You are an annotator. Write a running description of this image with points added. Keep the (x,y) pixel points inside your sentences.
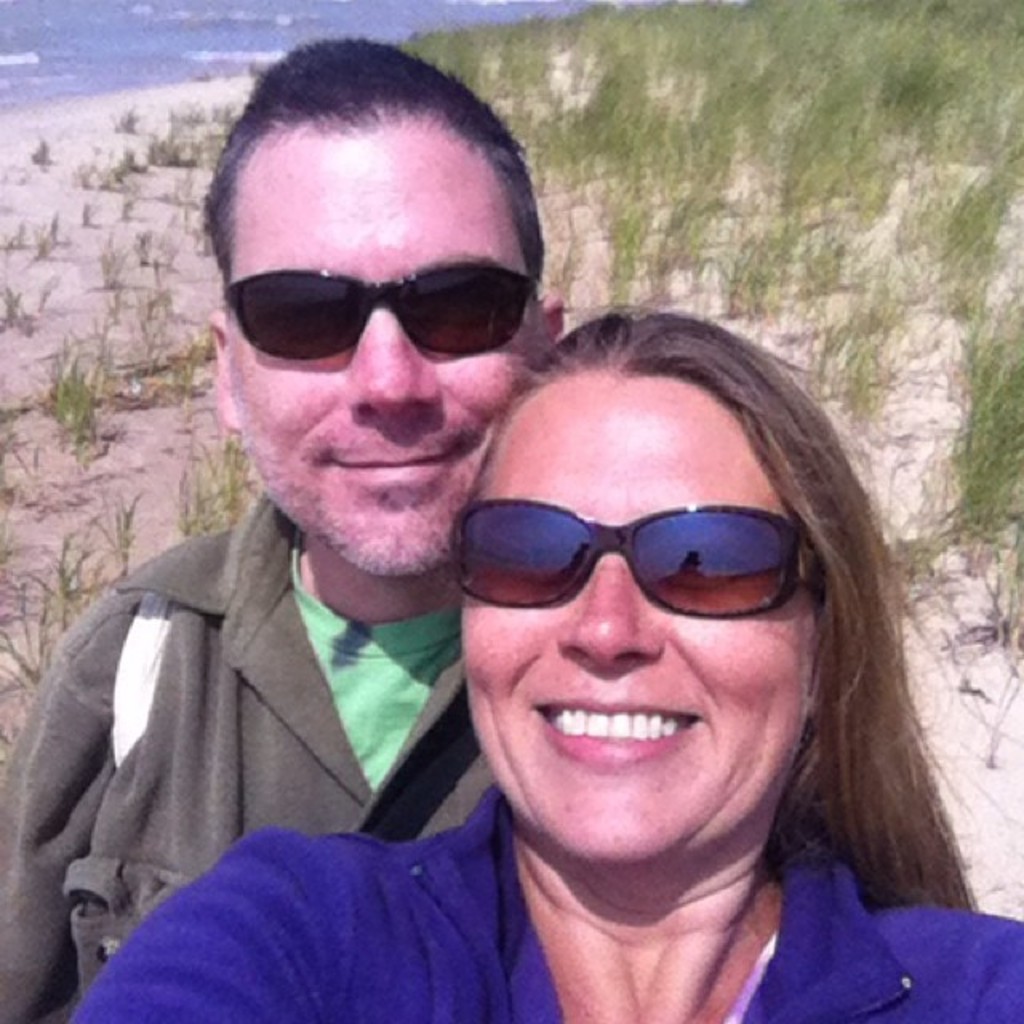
In this image there are two persons (339,589) smiling, grass (678,80), sand (23,287), water (91,42).
